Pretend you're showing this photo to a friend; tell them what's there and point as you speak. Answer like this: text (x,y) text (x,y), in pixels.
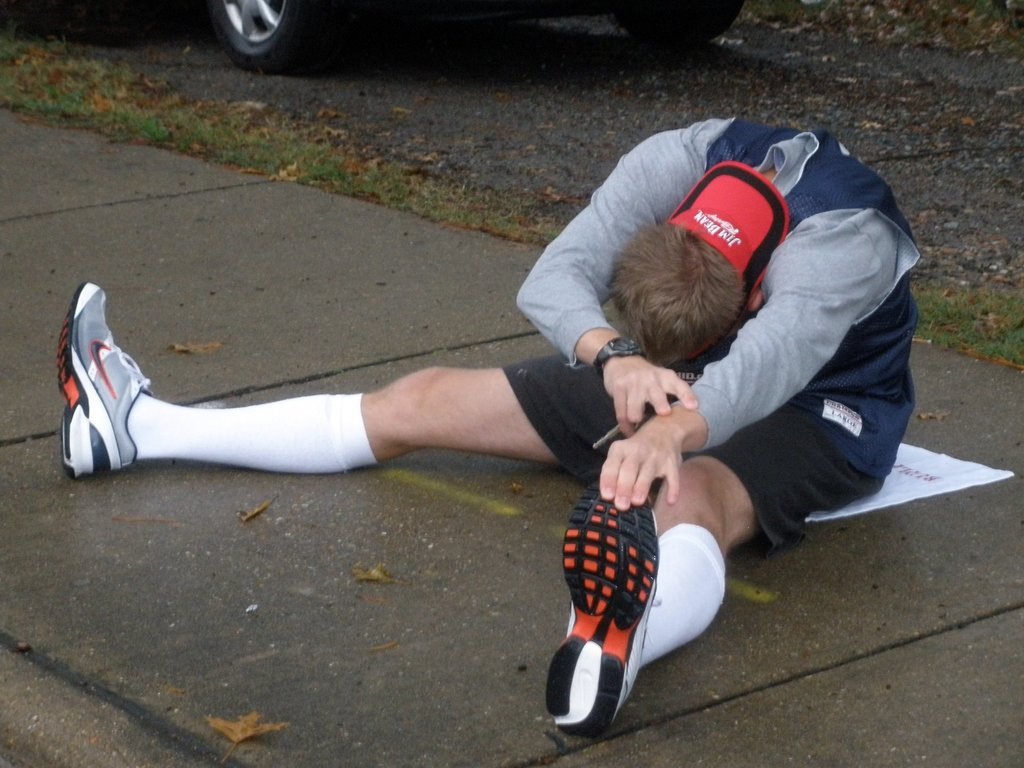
In this picture we can see a man (655,448), he is seated on the cloth (919,481), behind to him we can find a car (736,2) and grass (181,99).
